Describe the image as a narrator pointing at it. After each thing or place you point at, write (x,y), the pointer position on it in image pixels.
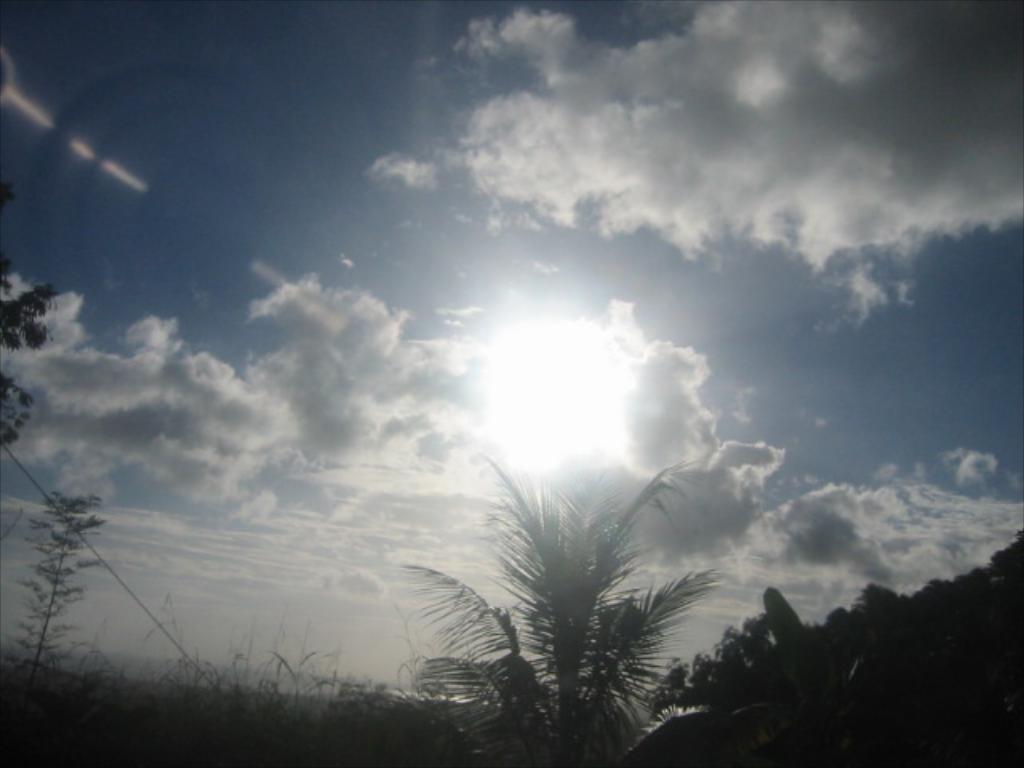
In this image I see the plants (59,576) and the trees (531,625). In the background (250,16) I see the sky (337,539) which is of white and blue in color and I see that it is a bit cloudy and I see the sun (570,398) over here.
